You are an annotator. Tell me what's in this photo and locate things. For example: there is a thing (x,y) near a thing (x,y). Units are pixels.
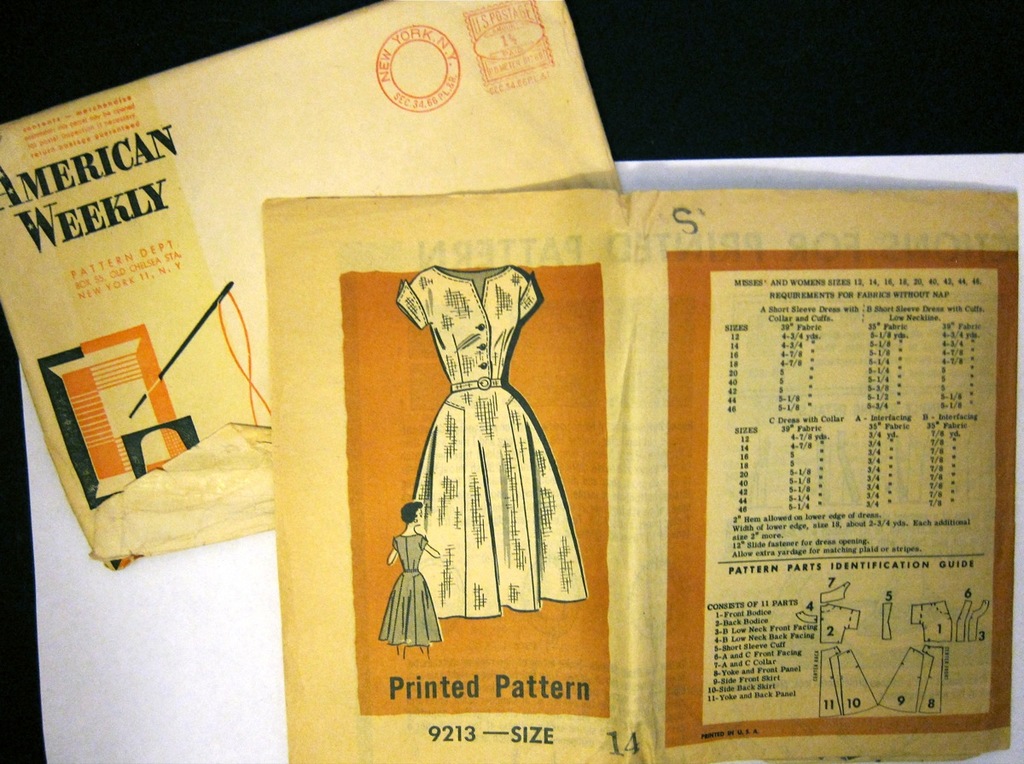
There is a book (761,510) with some text (735,435) and one envelope (168,280) is kept on a white color surface (199,644) as we can see in the middle of this image (539,305).
